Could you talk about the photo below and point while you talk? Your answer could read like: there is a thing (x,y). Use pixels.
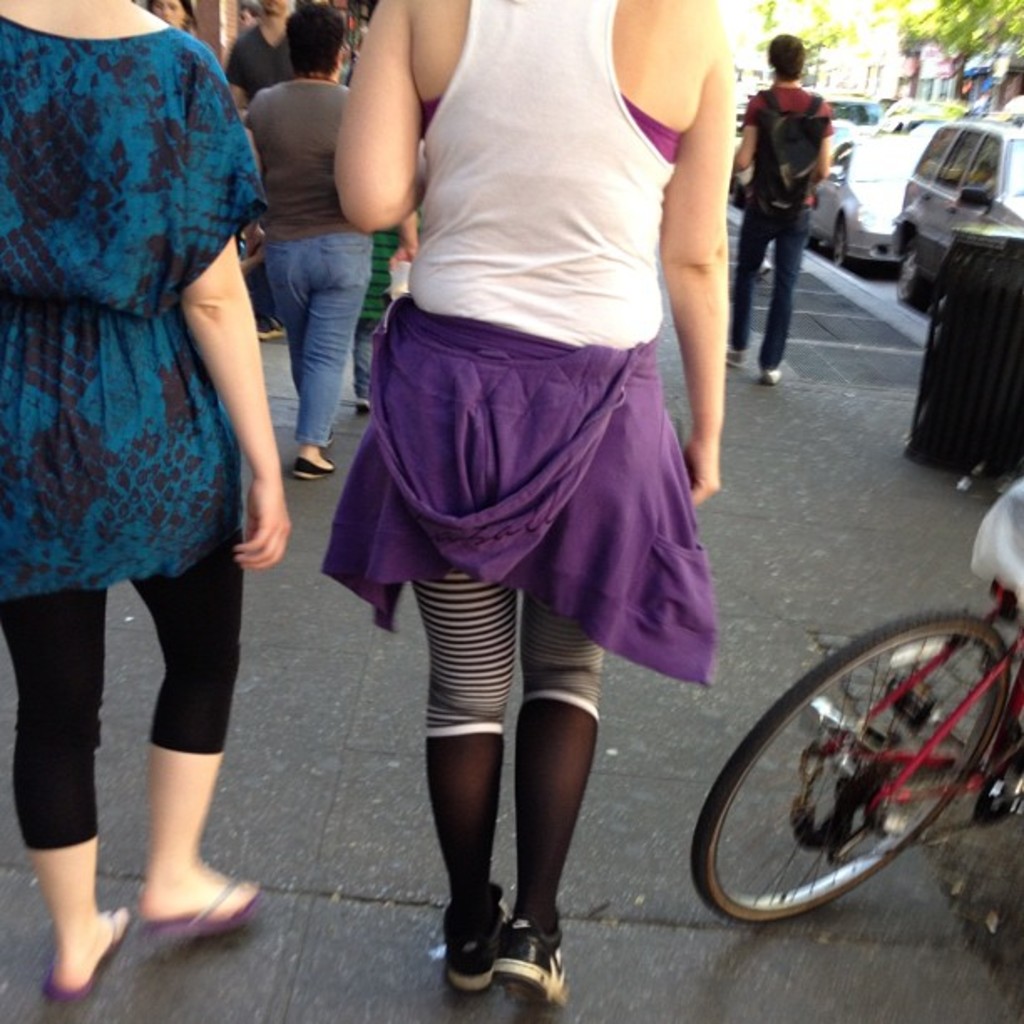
In this picture we can observe two women (412,479) walking in this path (760,485). There is a wheel (871,728) of a vehicle (833,749). On the right side (889,210) there are some cars (902,171) on the road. In the background (986,27) there are some trees (942,44). We can observe some people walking in this path (892,323).
